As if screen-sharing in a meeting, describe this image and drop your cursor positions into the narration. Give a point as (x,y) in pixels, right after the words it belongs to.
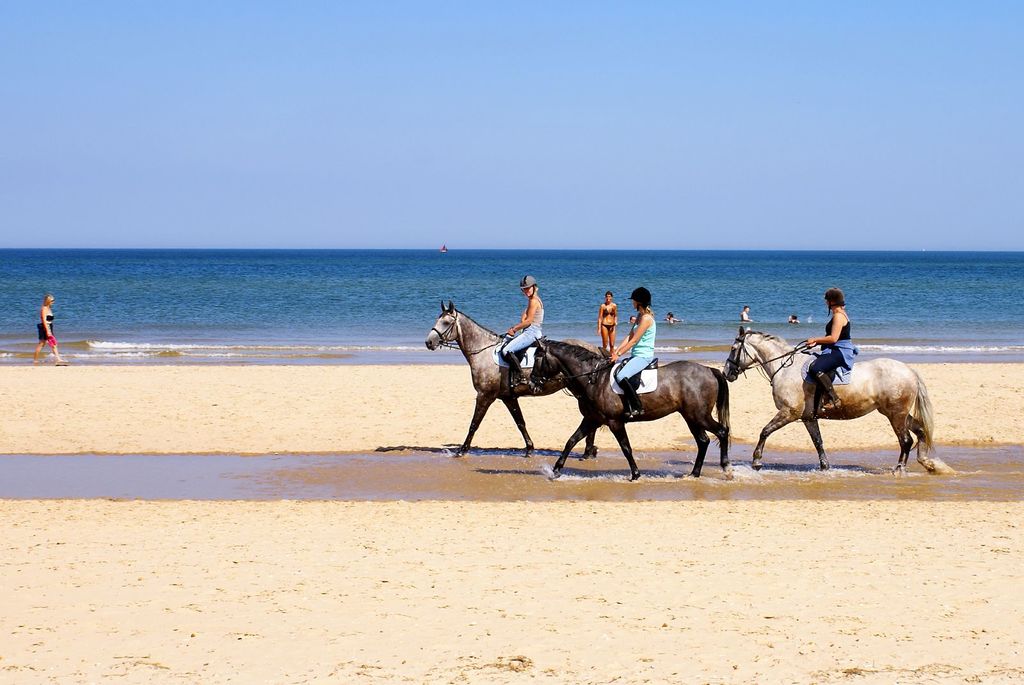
In this image we can see a few people (599,317), some of them are swimming in the ocean (662,326), three persons (647,317) are riding on the horse (557,367), also we can see the sky (439,121).
